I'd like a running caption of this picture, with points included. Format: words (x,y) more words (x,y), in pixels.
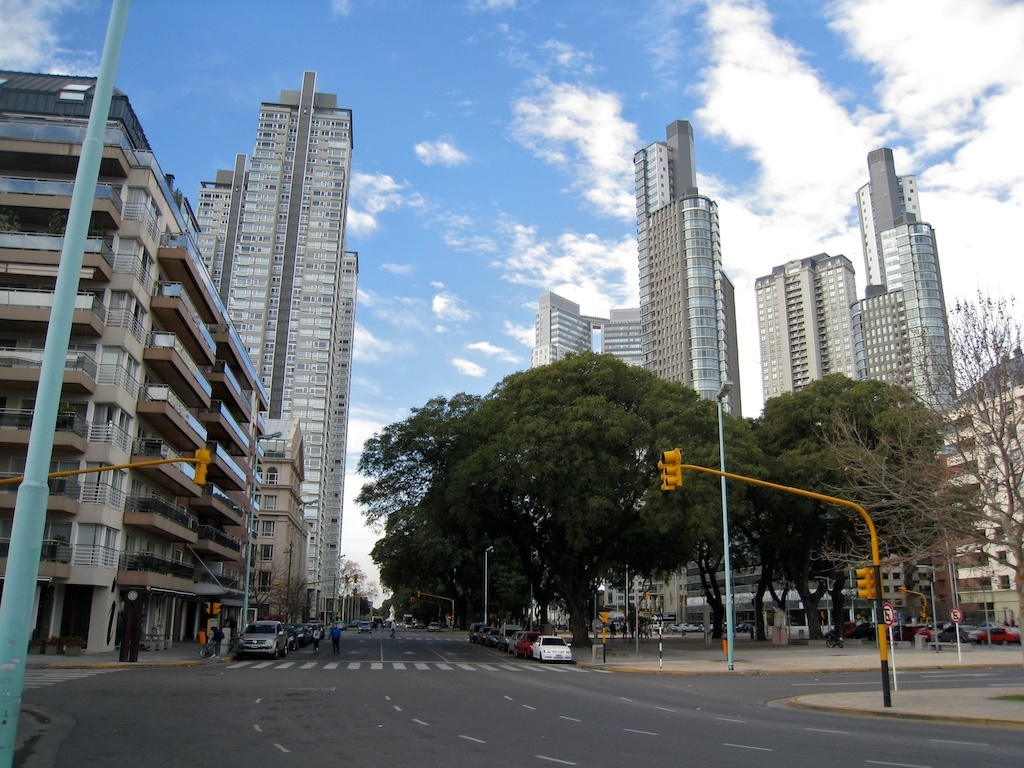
In this picture we can see vehicles (312,625) on the roads (293,677). On the left (2,617) and right side of the road (418,636), there are poles (10,727) with traffic signals (664,460), boards (960,612) and lights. On the right side of the vehicles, there are trees (378,562). On the left (171,481) and right side of the image (697,337), there are buildings (98,297). At the top of the image (482,85), there is the sky (516,114).
